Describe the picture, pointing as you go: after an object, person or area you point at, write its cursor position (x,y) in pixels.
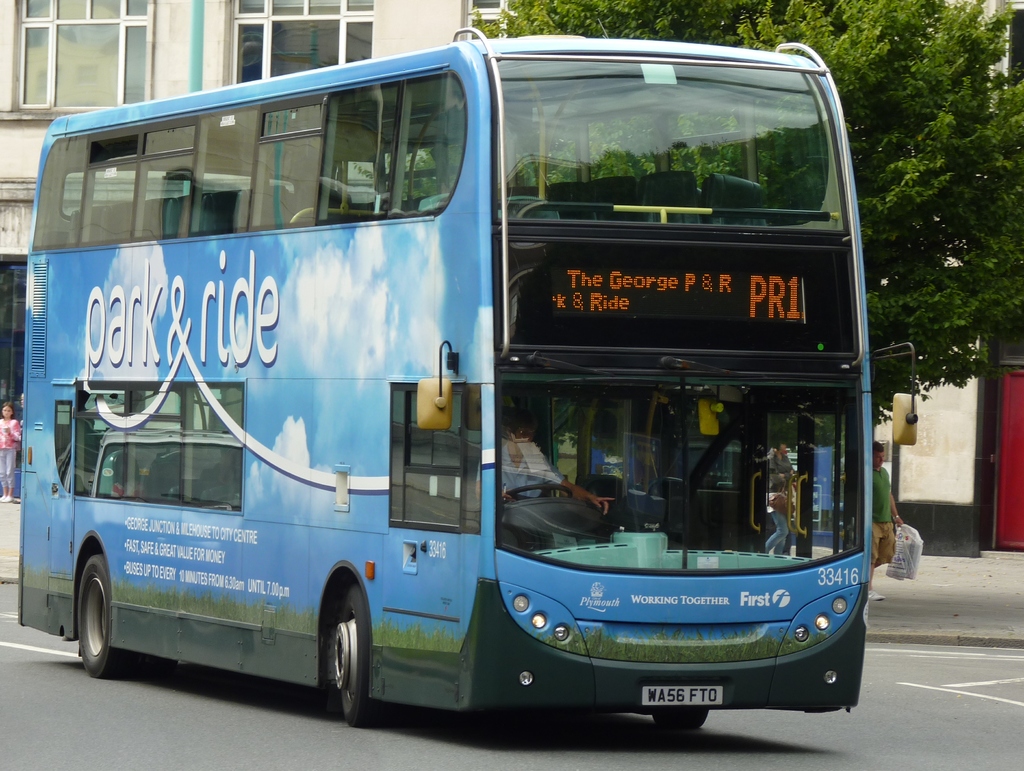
In the foreground (566,111) I can see a bus (830,669) and a group of people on the road (330,726). In the background (657,30) I can see buildings (1012,367) and a tree (871,140). This image is taken on the road (88,731).
